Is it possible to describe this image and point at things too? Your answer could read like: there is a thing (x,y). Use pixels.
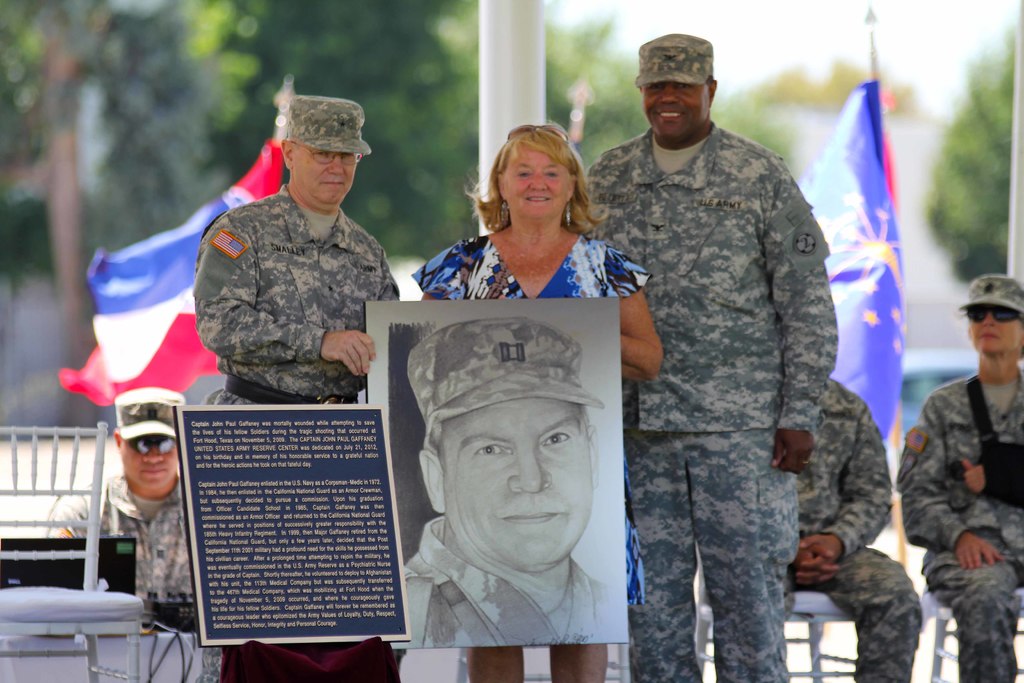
In this image we can see a group of people (879,470). some persons (682,320) are wearing military uniforms (310,270) and caps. One person (324,275) is holding a picture (575,490) of a person (537,467). In the foreground (397,555) we can see a board (295,510) with some text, laptop (130,588) and device (180,611) placed on the table (112,651). In the background (527,58), we can see the pole (520,88), group of trees (637,126) and the sky (825,44).
